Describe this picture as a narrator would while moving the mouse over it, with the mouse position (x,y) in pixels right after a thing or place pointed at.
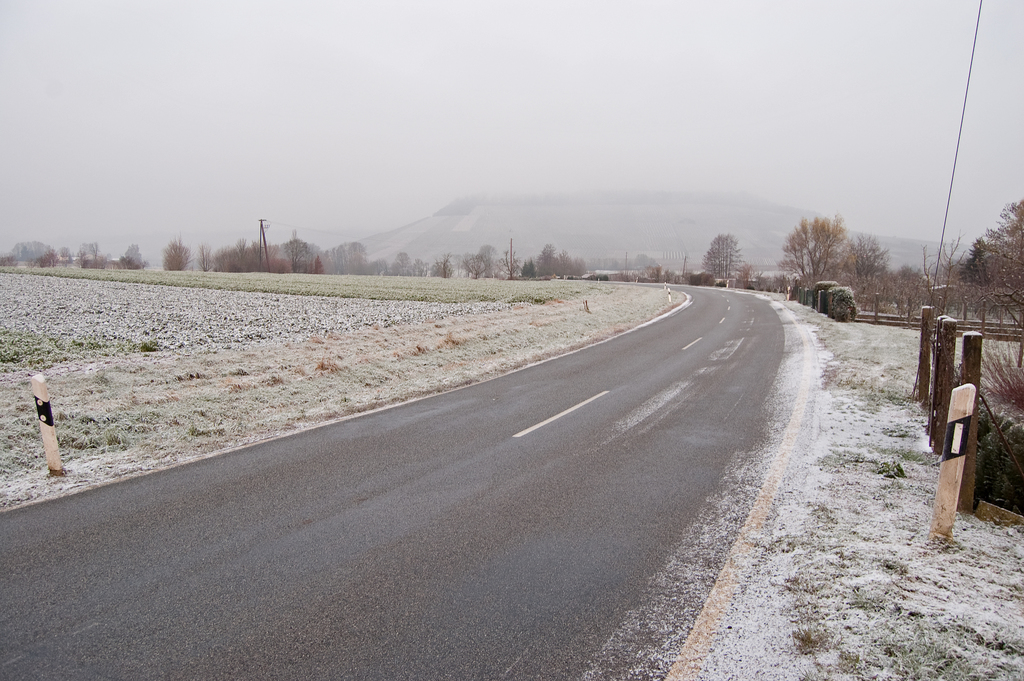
In this picture I can see at the bottom (288,491) there is the road (656,466), on the right side (1012,447) there are trees (874,286). In the background (615,249) there are hills (612,207), at the top (556,81) there is the sky (648,146).
